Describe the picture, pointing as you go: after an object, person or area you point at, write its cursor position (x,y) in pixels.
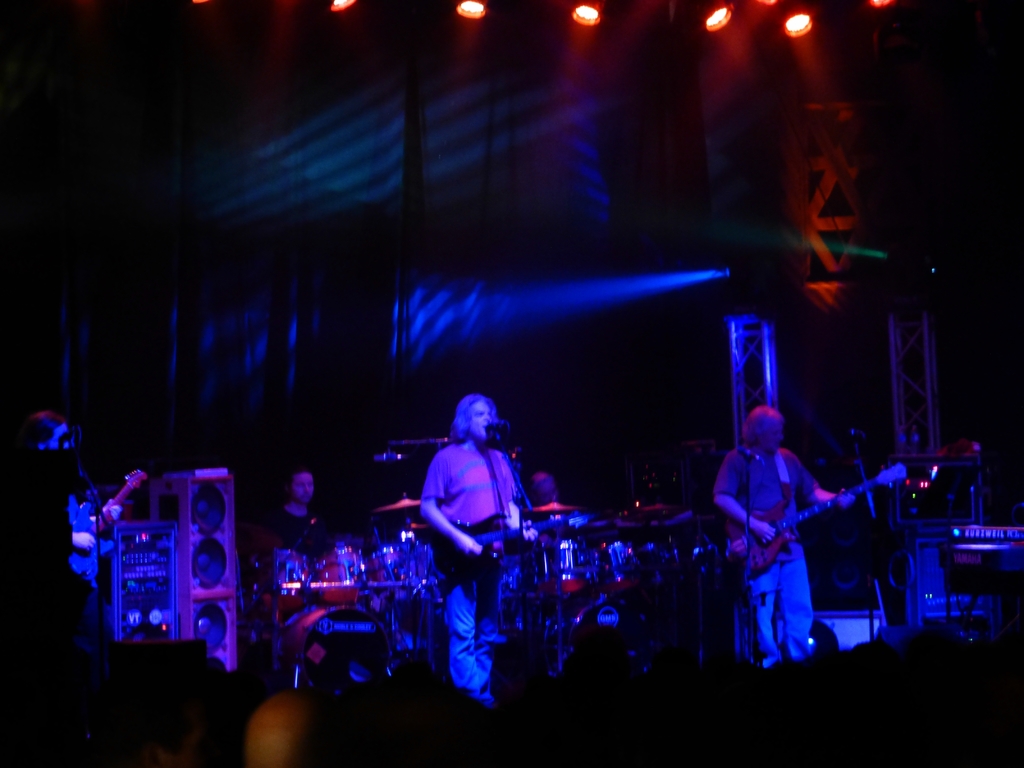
In this image we can see this three persons (847,498) are holding a guitar (769,540) in their hands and playing it. This person (290,541) is playing drums (358,584). These are the speakers (205,600) and lights (807,30).
